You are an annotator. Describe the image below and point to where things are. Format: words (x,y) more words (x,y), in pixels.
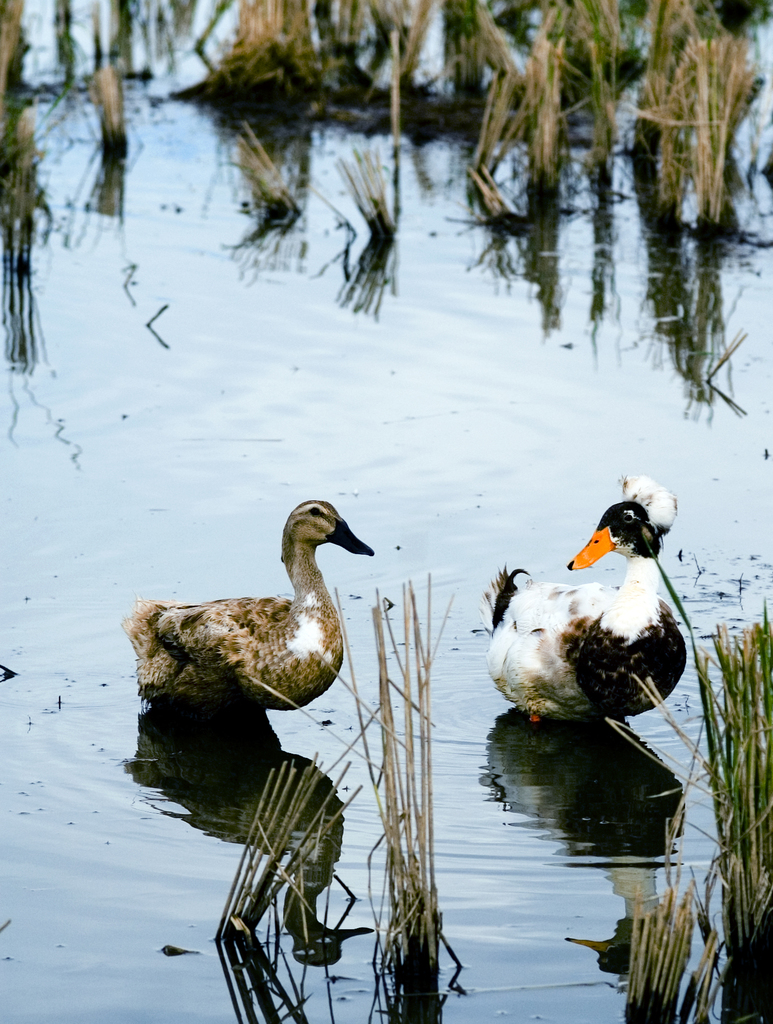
In this picture we can see two ducks (562,632), at the bottom (244,813) there is water (185,810), we can see plants (548,122) here.
